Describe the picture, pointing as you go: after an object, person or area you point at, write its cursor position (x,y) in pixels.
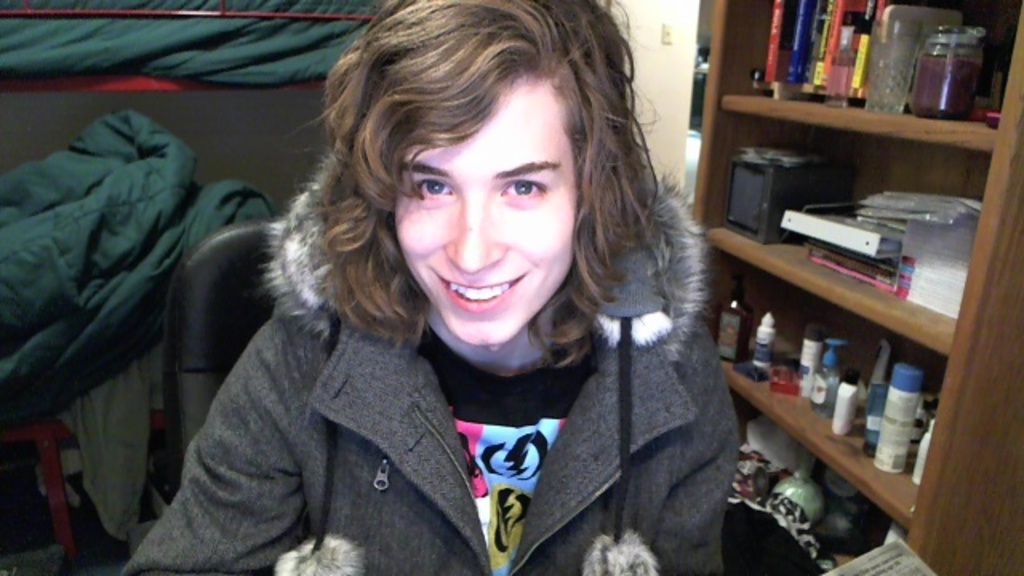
In this image we can see a person (504,356) sitting on the chair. There are few objects (185,170) at the left side of the image (133,186). There are many objects (875,204) placed on the shelves (858,309).
